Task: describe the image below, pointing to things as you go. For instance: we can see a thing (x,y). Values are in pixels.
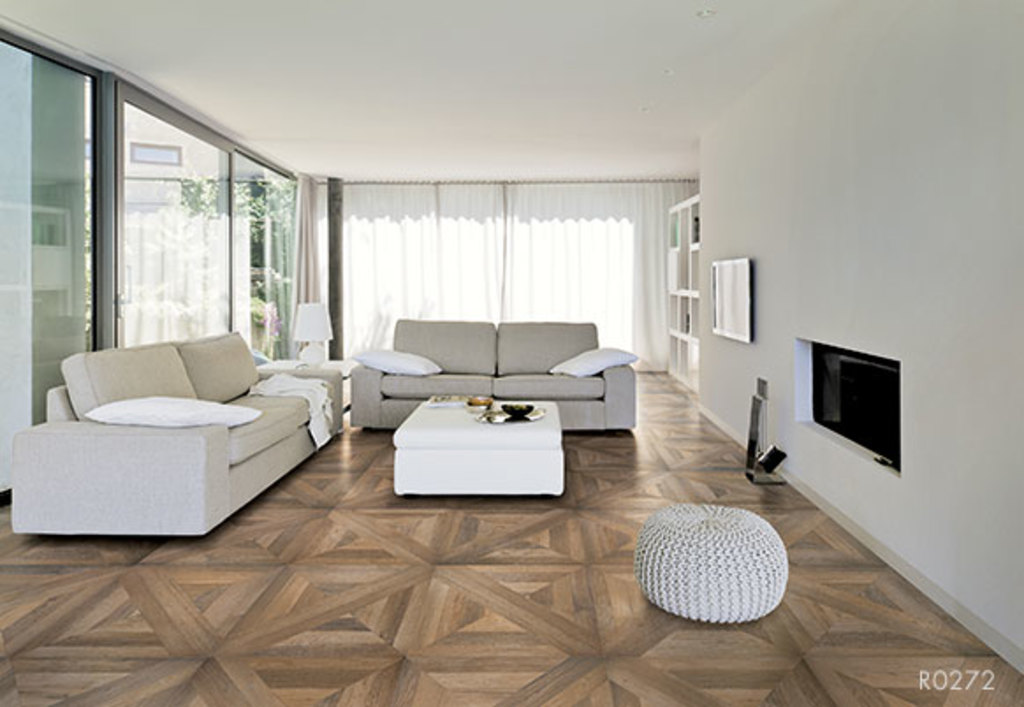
The image is taken in the room (374,424). In the center of the image (413,352) there is a sofa (378,411) and there is a stand (419,456) placed before it. On the right (735,267) there is a tv (745,296) attached to the wall (774,328). on the left (106,245) there are doors (112,249). In the background (479,224) there is a curtain (469,259) and we can also see a couch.
